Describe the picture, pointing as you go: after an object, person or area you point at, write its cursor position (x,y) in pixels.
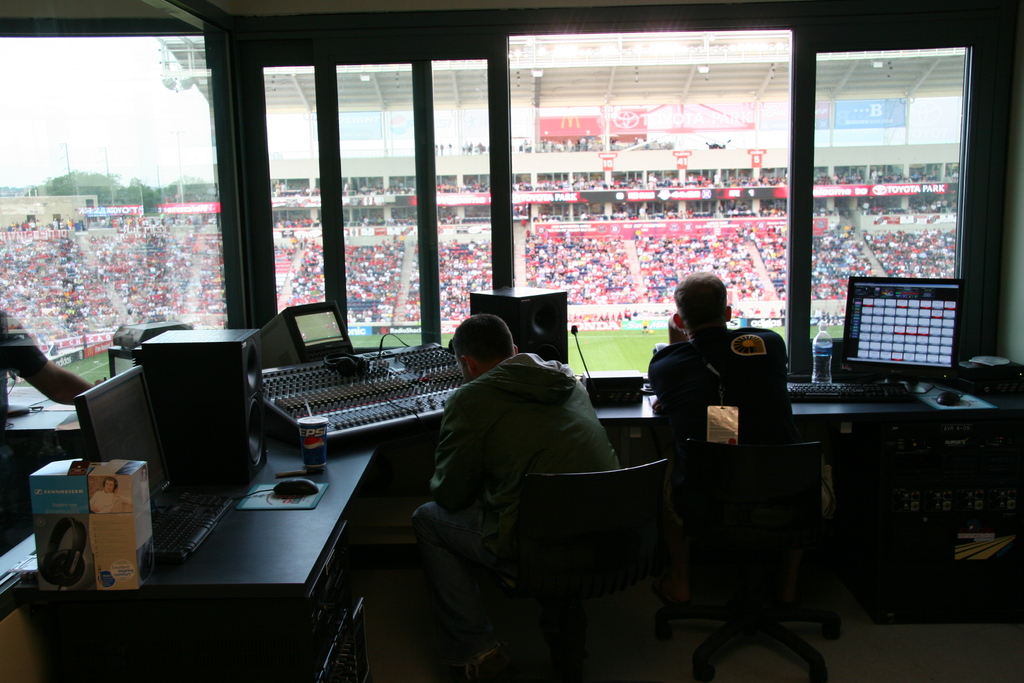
Here are two men (667,400) sitting in the chair (730,447). The man (499,466) in green jacket (509,393) is operating the audio (398,365). We can see table (266,561) and a monitor (130,435) which is placed on table (213,559), the mouse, Pepsi cup (301,447) and two speakers (504,291). The man (678,391) on the right (724,412) is watching the crowd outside the window (768,319). We can even find water bottle (815,359) on the table (238,557) and the stadium (569,226) is filled with crowd (844,266). here are windows (905,123) and on background (78,123) we can see sky (87,100) and trees (124,198).
